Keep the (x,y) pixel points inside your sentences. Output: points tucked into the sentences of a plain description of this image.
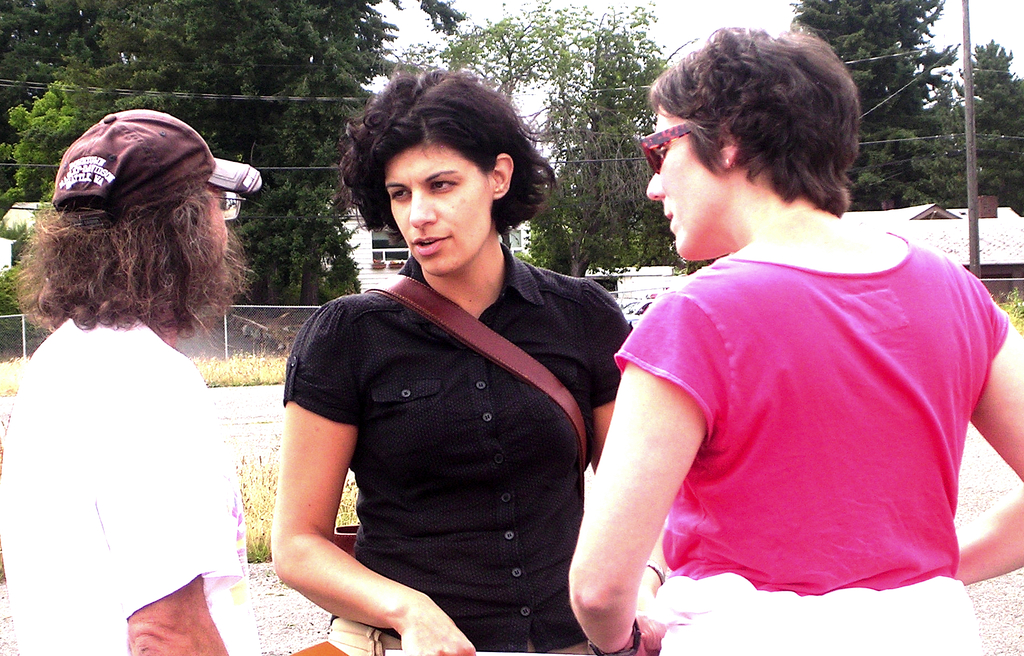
In this image there are three people (479,455) standing in the middle (542,426) by looking at their faces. In the background (306,93) there are trees (482,50). On the right side (970,105) there is a pole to which there are wires (936,49). At the bottom (274,638) there is a ground (276,621) on which there is grass (257,509). On the right side (957,235) it seems like a house (963,238) in the background (985,231).
